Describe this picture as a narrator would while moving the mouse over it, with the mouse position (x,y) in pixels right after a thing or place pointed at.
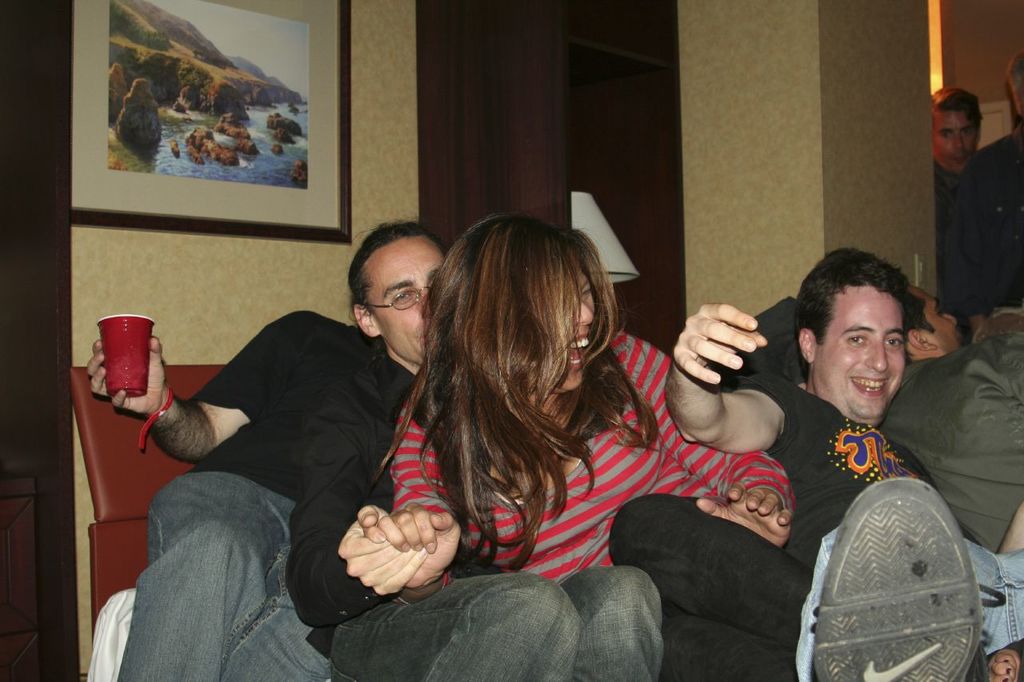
In this picture we can observe some people (305,528) in sitting. There are men (183,406) and a woman (578,440). We can observe a photo frame (142,173) fixed to the wall (395,32). There is a brown color cupboard (504,171) and a lamp (623,274) in the background (571,183).
